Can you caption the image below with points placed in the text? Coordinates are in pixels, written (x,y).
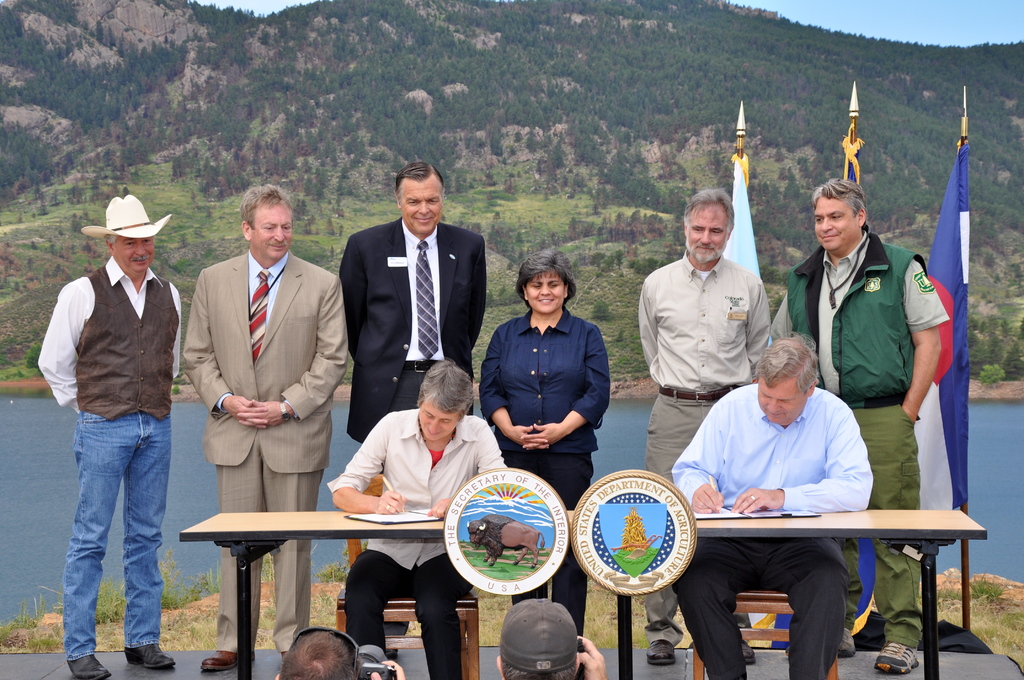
A woman (441,551) and a man (824,553) are sitting on the chairs (413,639) and writing in the books (784,515). Behind them 6 persons (659,376) are standing and there is a hill (773,79), sky (881,34), water (994,403).
